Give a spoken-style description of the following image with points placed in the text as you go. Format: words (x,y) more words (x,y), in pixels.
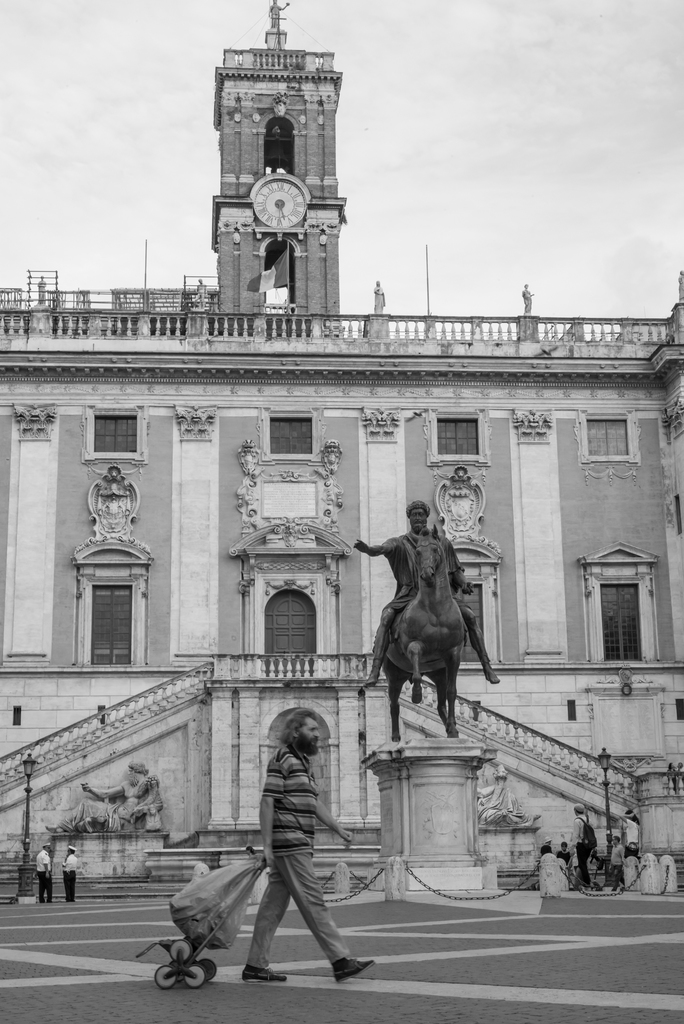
This is a black and white picture. The man (287,780) in the middle of the picture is holding a plastic bag (229,885) in his hand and he is walking on the road (272,997). Beside him, we see the statue (445,594) of the man (415,542) riding the horse (395,723). Beside that, we see people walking on the road (473,907). Behind that, we see a building (198,577) and a staircase (303,679). We see the sky (479,261) at the top of the picture (348,161).
